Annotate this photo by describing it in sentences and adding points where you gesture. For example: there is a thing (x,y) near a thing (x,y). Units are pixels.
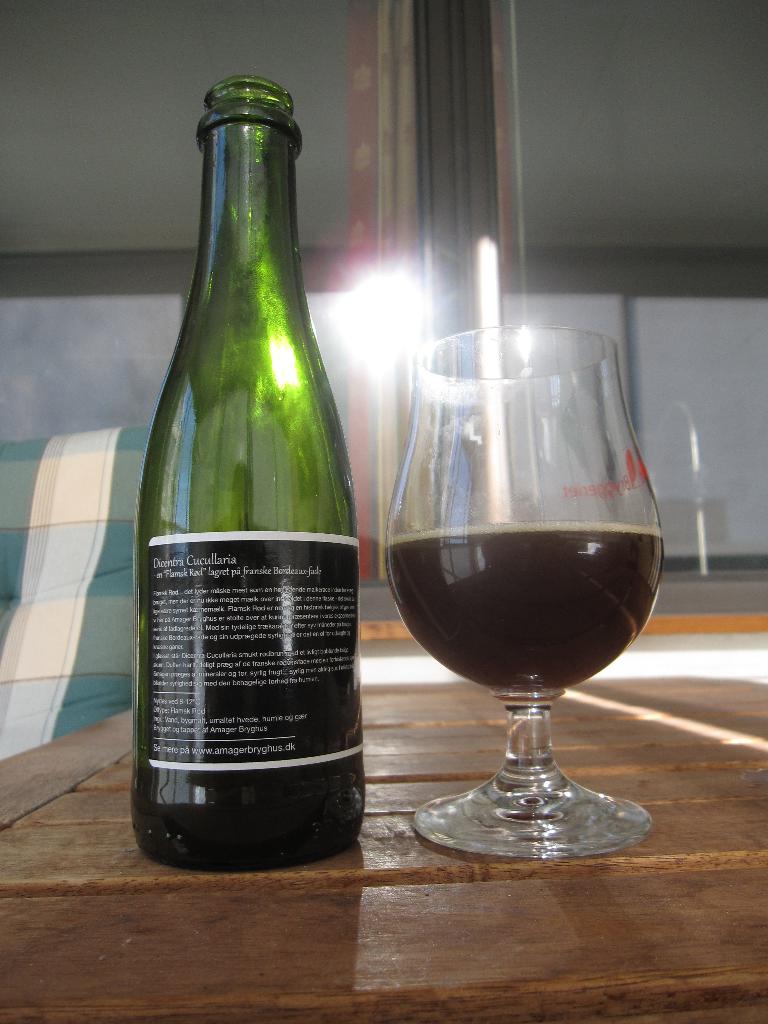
This picture shows a wine bottle (341,830) and a wine glass (425,404) on the table (39,758).
